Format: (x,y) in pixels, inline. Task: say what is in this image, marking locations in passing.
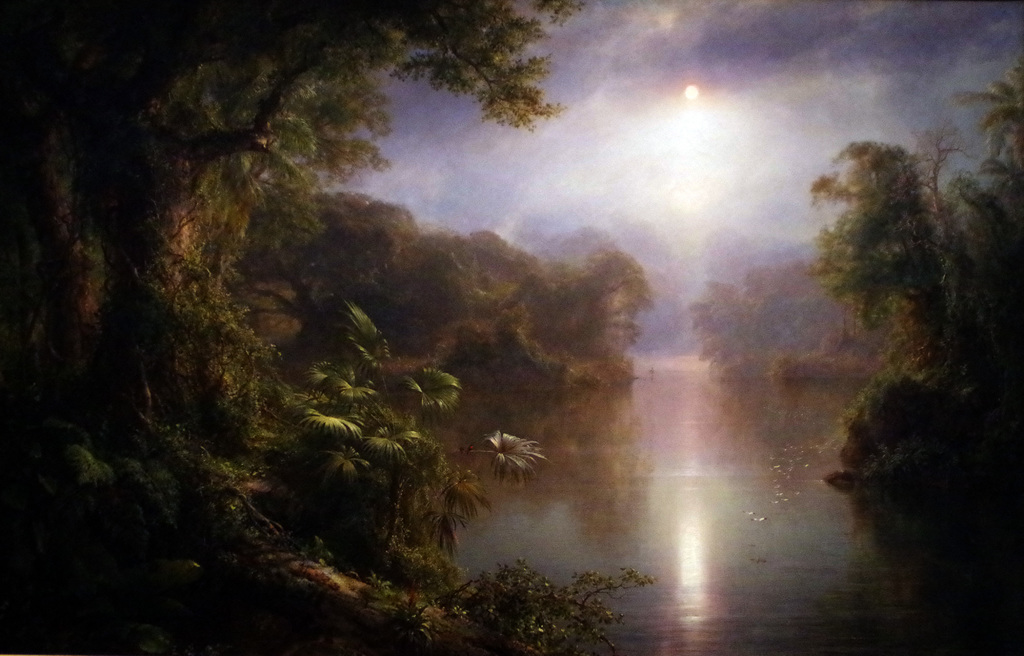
In this image we can see the trees (997,257), plants (513,612) and also the water (716,536). We can also see the sky (750,148) with the clouds (735,171) and also the sun (693,90).
